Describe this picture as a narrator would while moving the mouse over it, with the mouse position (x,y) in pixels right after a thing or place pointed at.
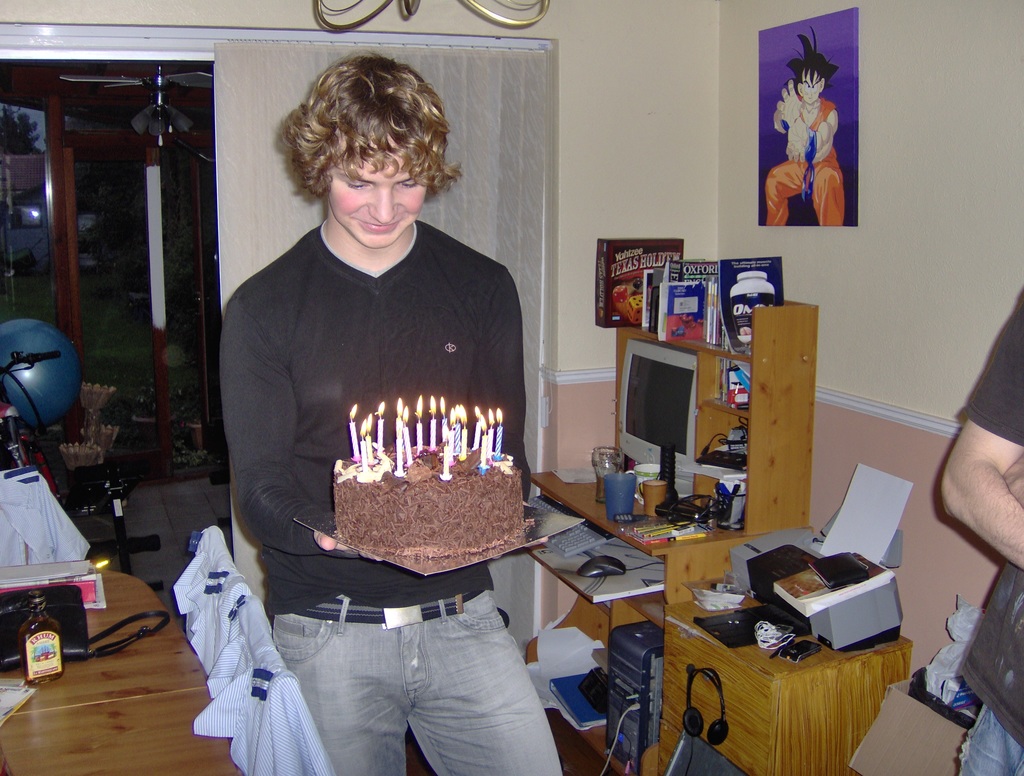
In this image i can see a man (417,227) standing and holding a cake (443,483) at right (872,597) there is a desk top (648,414), glass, mouse (604,566), few books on a table (673,568) and a man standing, a printer (885,598) on a table (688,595), at right (800,137) there is a frame (832,160) attached to a wall (952,104) at the back ground (530,76) i can see a curtain (226,159), a window (181,244), few papers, a bottle (49,644) on a table (133,697).
